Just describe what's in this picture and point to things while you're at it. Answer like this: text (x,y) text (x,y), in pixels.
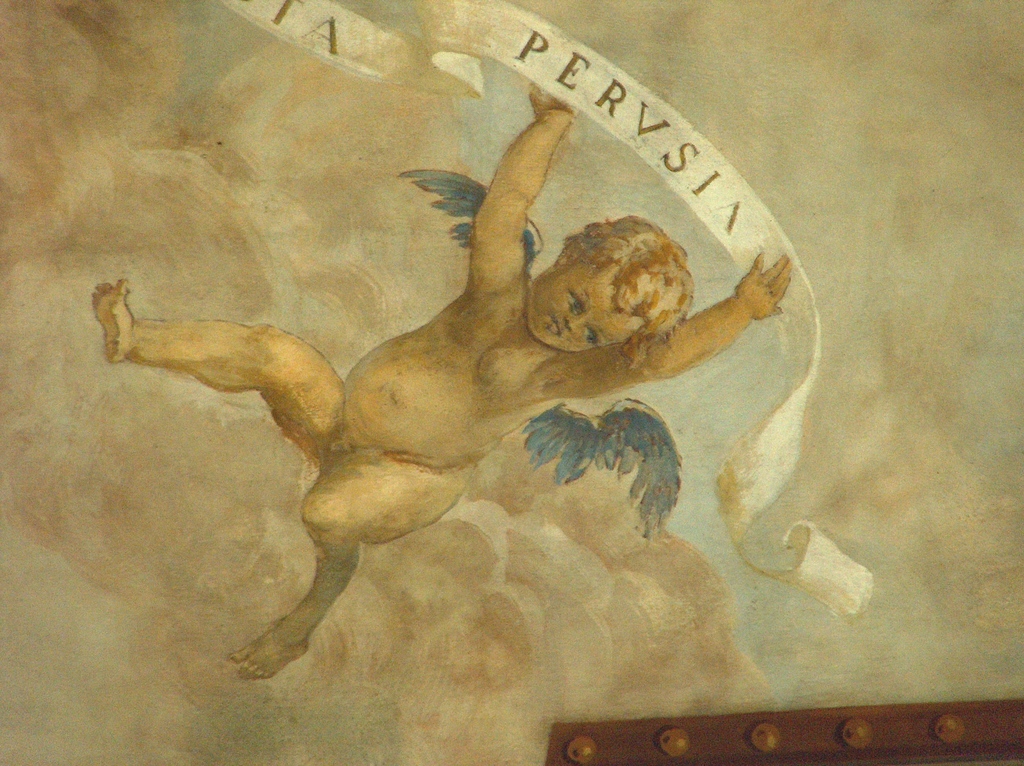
This is the picture of a painting (445,381) in which there is a picture (420,379) of a kid (512,424) who has wings (628,406) and is holding something on which there is something written.
